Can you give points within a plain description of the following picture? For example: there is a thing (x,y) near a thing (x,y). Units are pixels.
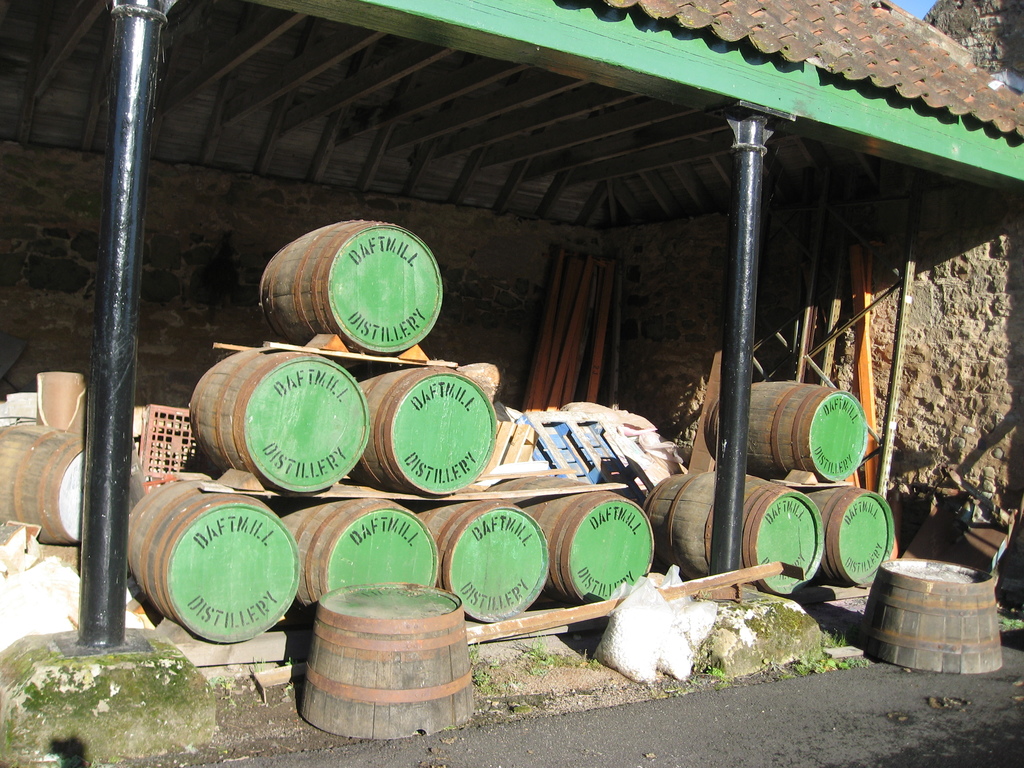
In this image I can see few drums (980,605) and some wooden objects (531,441) are placed under the shed (483,224). At the bottom (769,722) there is a road (646,754). Here I can see two pillars (732,327).
